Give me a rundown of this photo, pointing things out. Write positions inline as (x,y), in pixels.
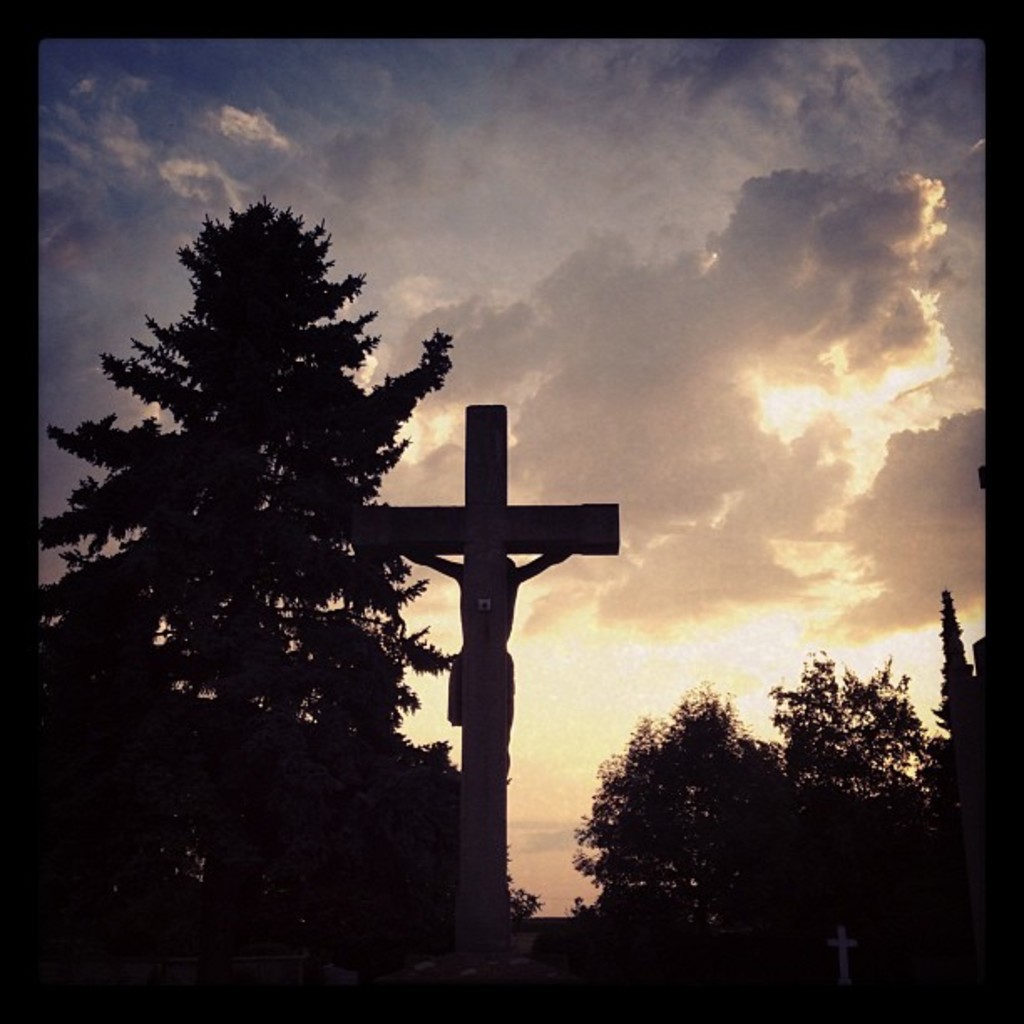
In this image there are trees (338,393). There is statue of Jesus Christ (464,646). There are clouds (529,558) in the sky (649,715).
